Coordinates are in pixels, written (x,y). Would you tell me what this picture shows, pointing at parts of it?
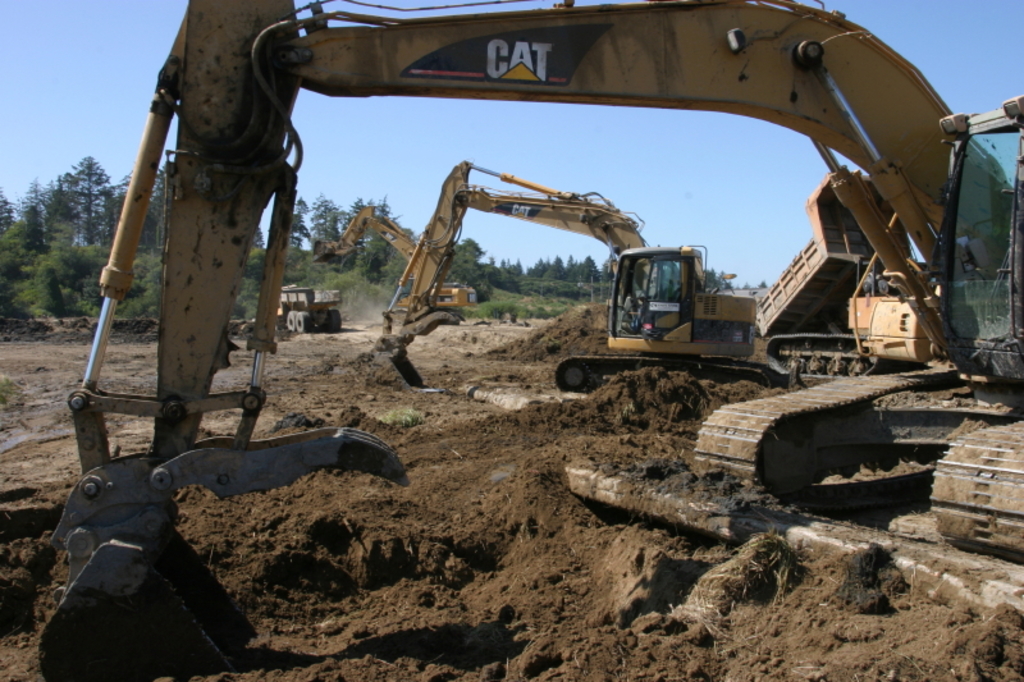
To the right side of the image (959,250) there is an excavator (914,308) on the ground (549,522). In the background (709,322) there are two excavators (461,223) and also there is a truck (306,302). And also in the background (309,284) there are many trees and also there is a sky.
